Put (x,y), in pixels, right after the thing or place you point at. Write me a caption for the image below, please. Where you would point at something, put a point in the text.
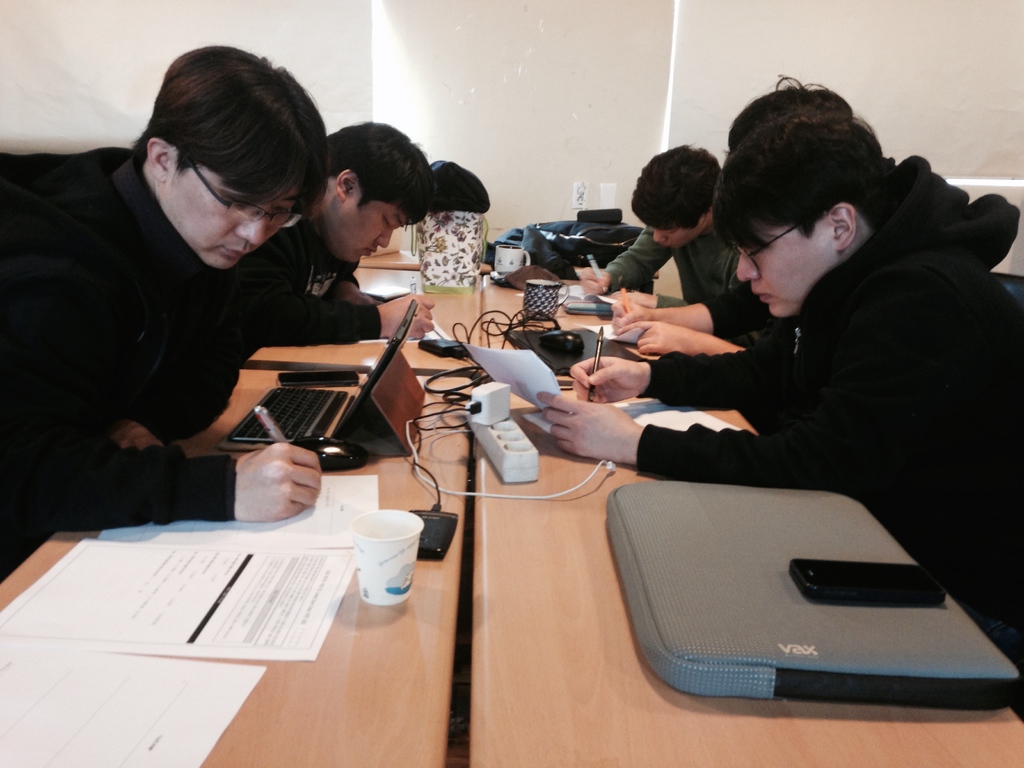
To the left side (167,567) on the table (348,362) there are few papers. There is a man (139,315) sitting in front of the table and writing something on the paper (262,526). On the table (682,721) there are laptop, mobile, charger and cup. Beside him there is another man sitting and writing. To the right corner of the image (869,343) there is a man (873,370) with black jacket (794,341) is sitting and writing on the paper (547,378). On the table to the bottom corner (794,520) there is a bag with mobile (841,600) on it. Behind him there are few people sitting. And on the table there are few items (524,316) like cup (546,303), wire (432,476), charger (481,413) and plug box (484,438). To the top of the image (600,63) there is a white wall (583,63).
